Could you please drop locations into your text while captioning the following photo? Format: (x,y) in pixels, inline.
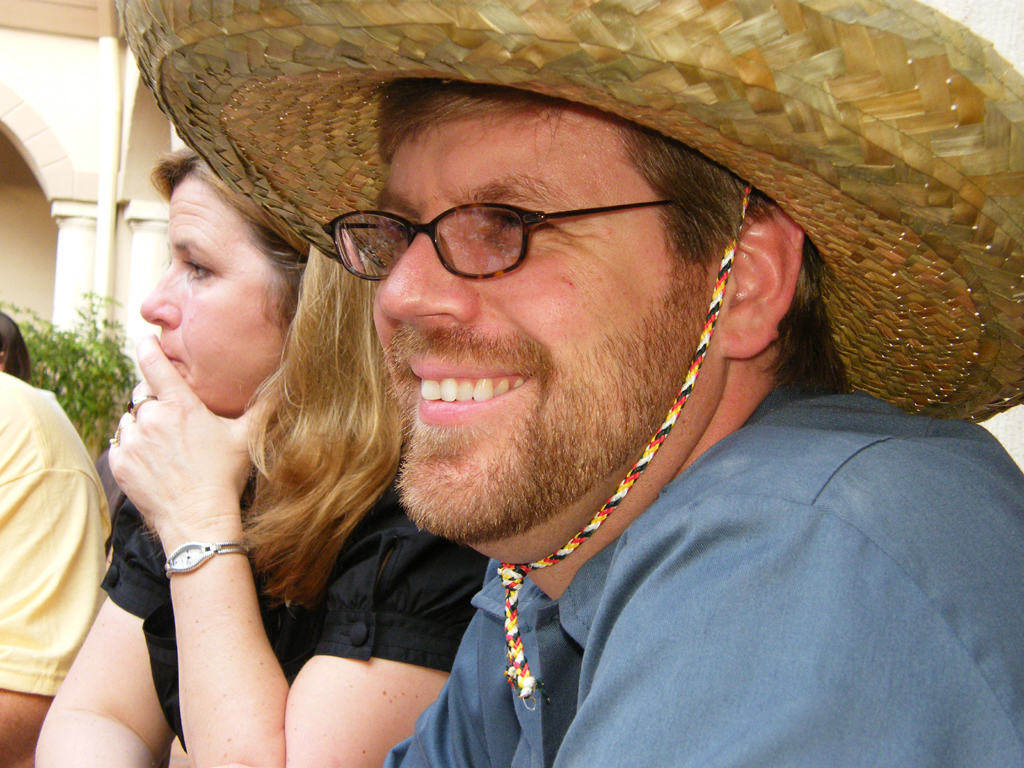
In this image we can see a man (798,558) and woman (409,618) is sitting. Man (798,552) is wearing blue color shirt (833,693) with hat (551,70) and woman (370,639) is wearing black color dress (337,604). Left side of the image (50,536) one person (49,544) is there. Behind plant (81,352) and wall (120,153) are there.
